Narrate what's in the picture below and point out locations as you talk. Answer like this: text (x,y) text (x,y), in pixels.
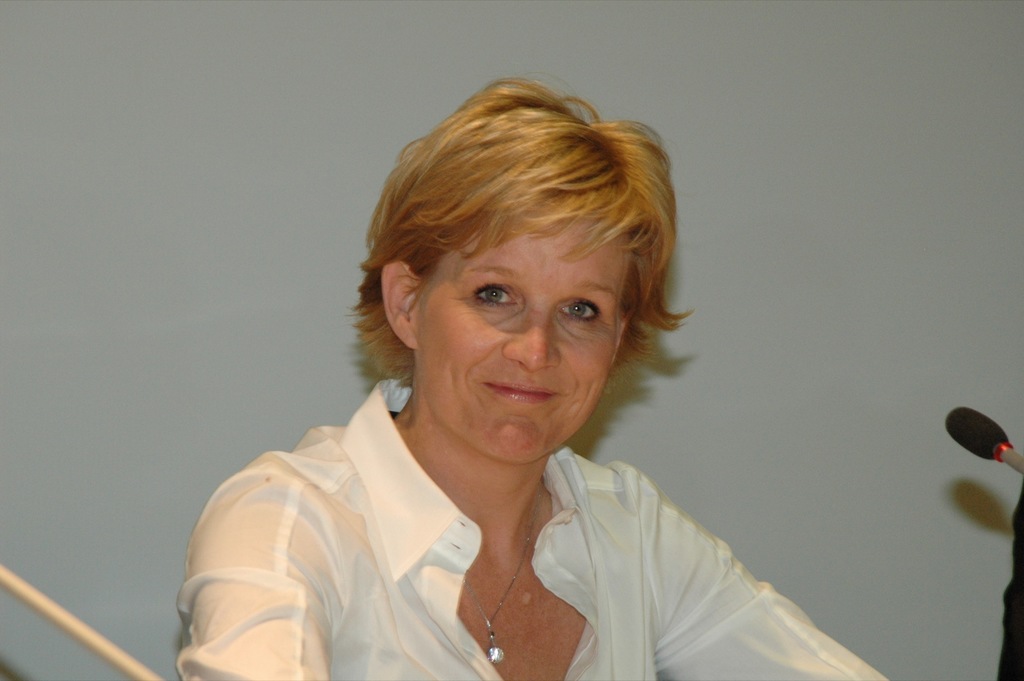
In this image there is a woman (520,553), in the background (121,146) there is a wall (875,458).
